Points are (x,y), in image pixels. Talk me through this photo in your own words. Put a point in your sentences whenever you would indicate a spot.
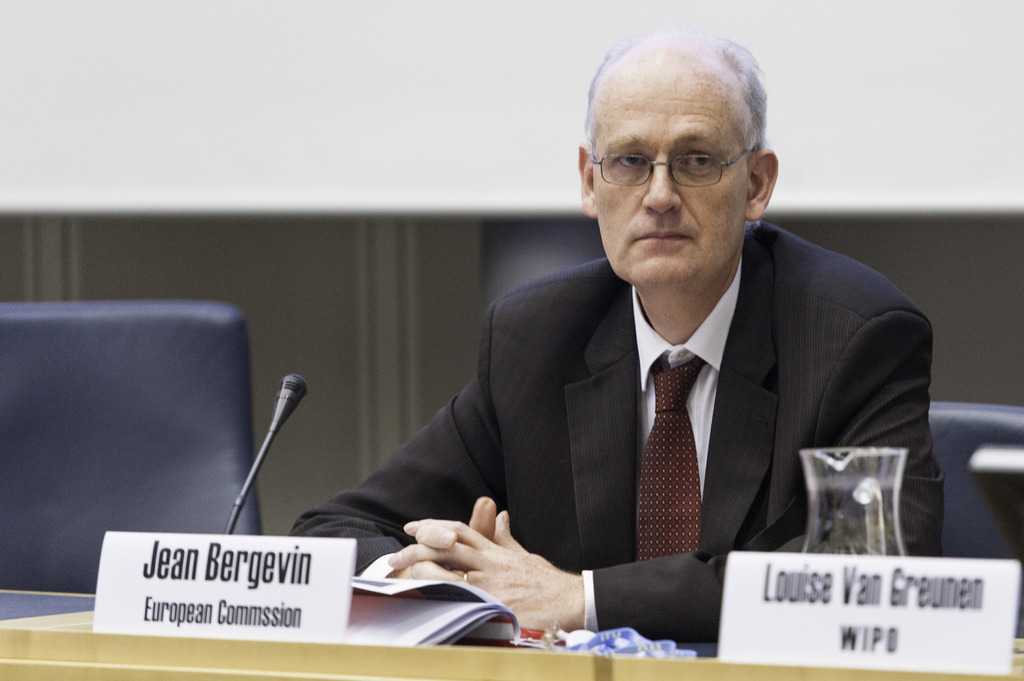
In this image there is a person (648,528) sitting on the chair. In front of him there is a table (495,647) and on top of the table (771,680) there is a jar (870,465), name boards (890,618), mike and a book (417,613). Beside him there are chairs (14,414). Behind him there is a wall (256,225).
